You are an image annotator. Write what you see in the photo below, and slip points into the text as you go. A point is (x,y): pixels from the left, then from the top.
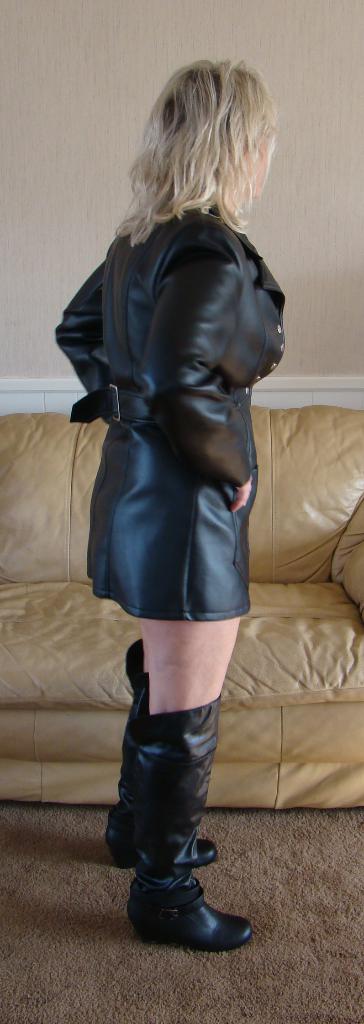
In this image we can see a woman (200,785) standing and wearing a black dress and we can see a couch (272,459) and there is a wall (296,348) in the background (286,358).
